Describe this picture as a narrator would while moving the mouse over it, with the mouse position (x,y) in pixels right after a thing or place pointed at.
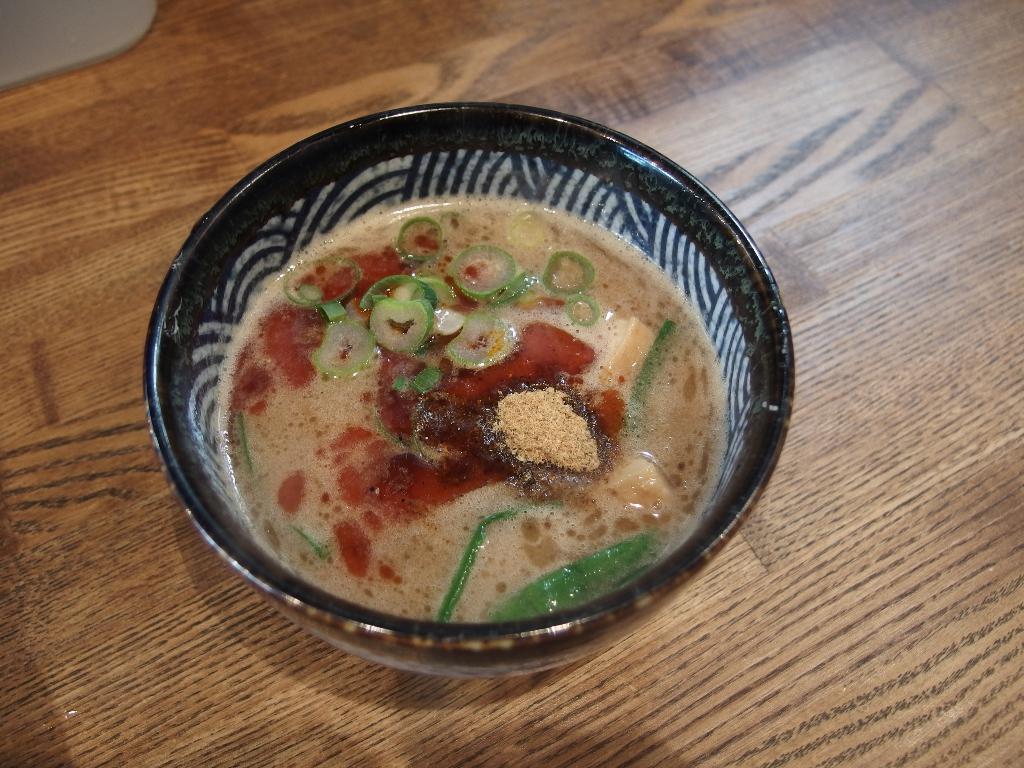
The picture consists of a wooden table (43,641), on the table (219,92) there is a bowl (648,577) with soup (478,413) in it.
